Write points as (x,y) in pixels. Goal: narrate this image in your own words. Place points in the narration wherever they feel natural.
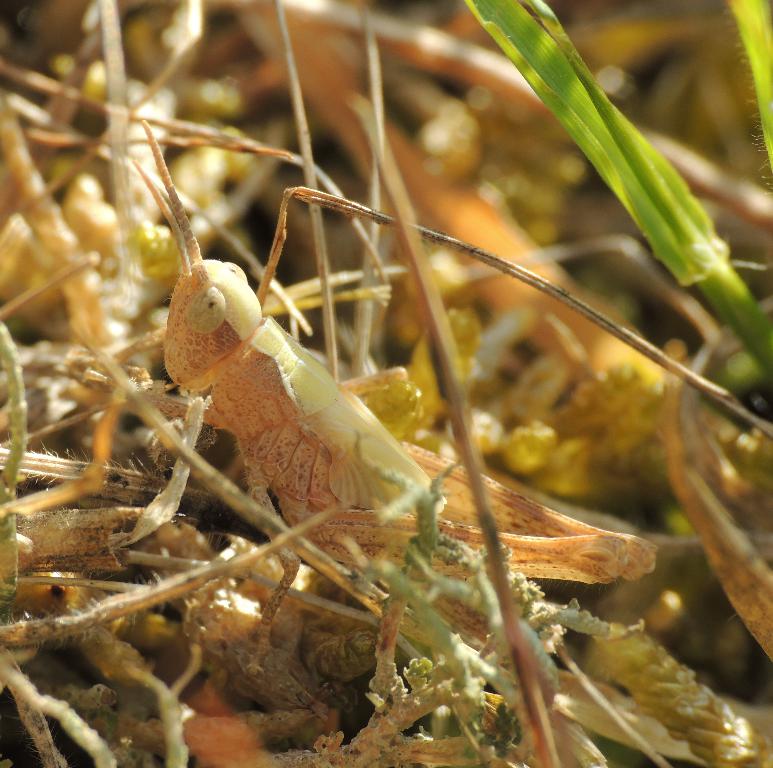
In this image we can see an insect (520,533) between the twigs (336,342).
